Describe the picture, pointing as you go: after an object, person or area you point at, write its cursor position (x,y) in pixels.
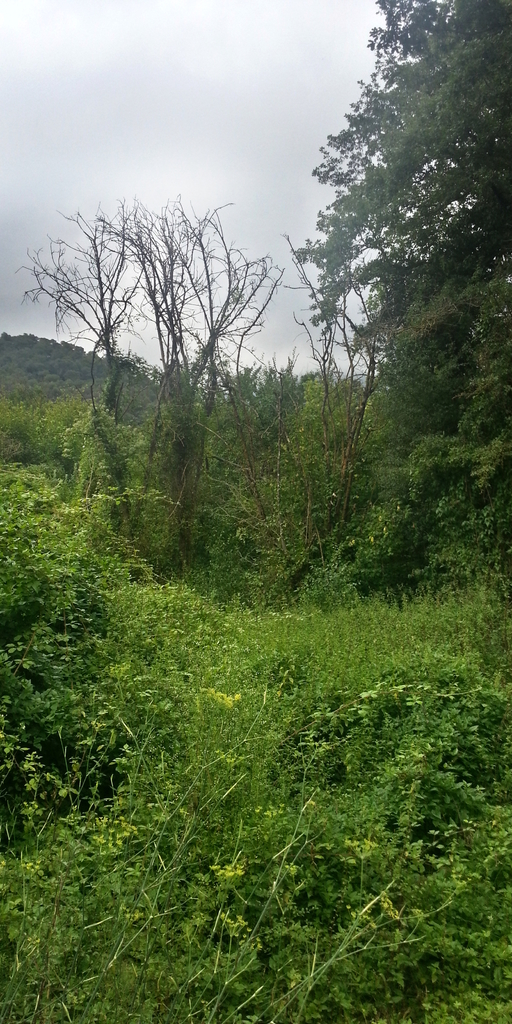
This is the picture of a forest (107,636). In this image there are trees (441,220). At the top (266,254) there are clouds (209,71). At the bottom (228,921) there are plants (177,883).
